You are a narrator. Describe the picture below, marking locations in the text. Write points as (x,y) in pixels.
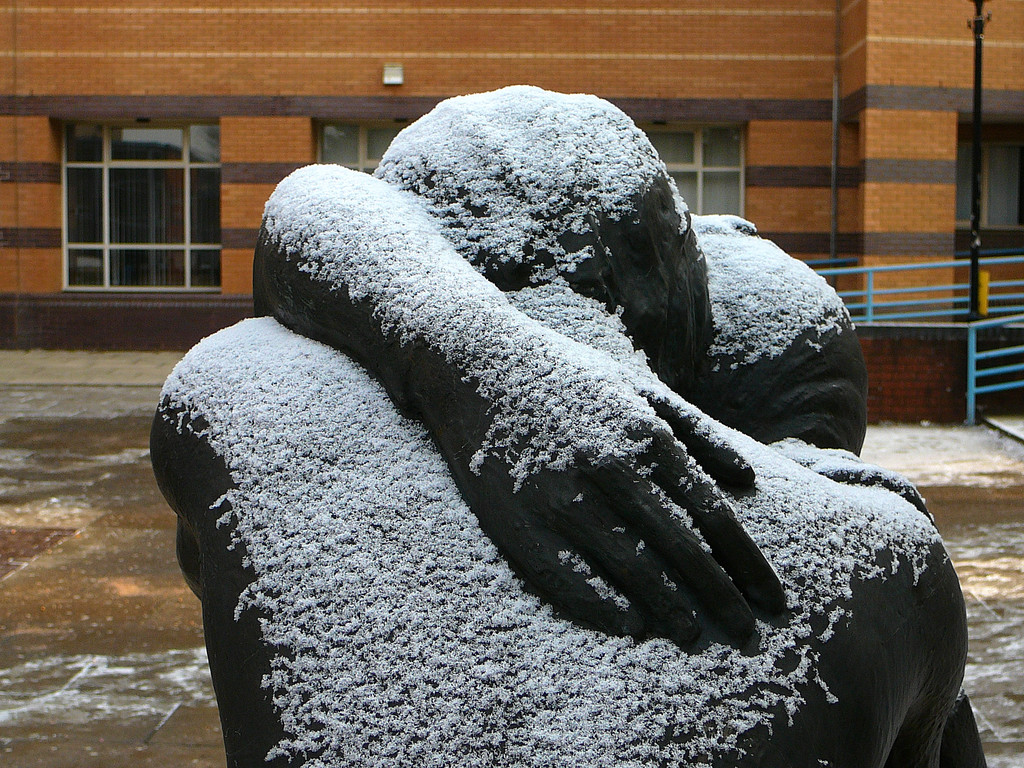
In this image there is a sculpture (294,502), in the background (84,91) there is a building (785,7), to that building (265,153) there are windows (212,171), on the right side (991,279) there is a fencing (1001,321).
